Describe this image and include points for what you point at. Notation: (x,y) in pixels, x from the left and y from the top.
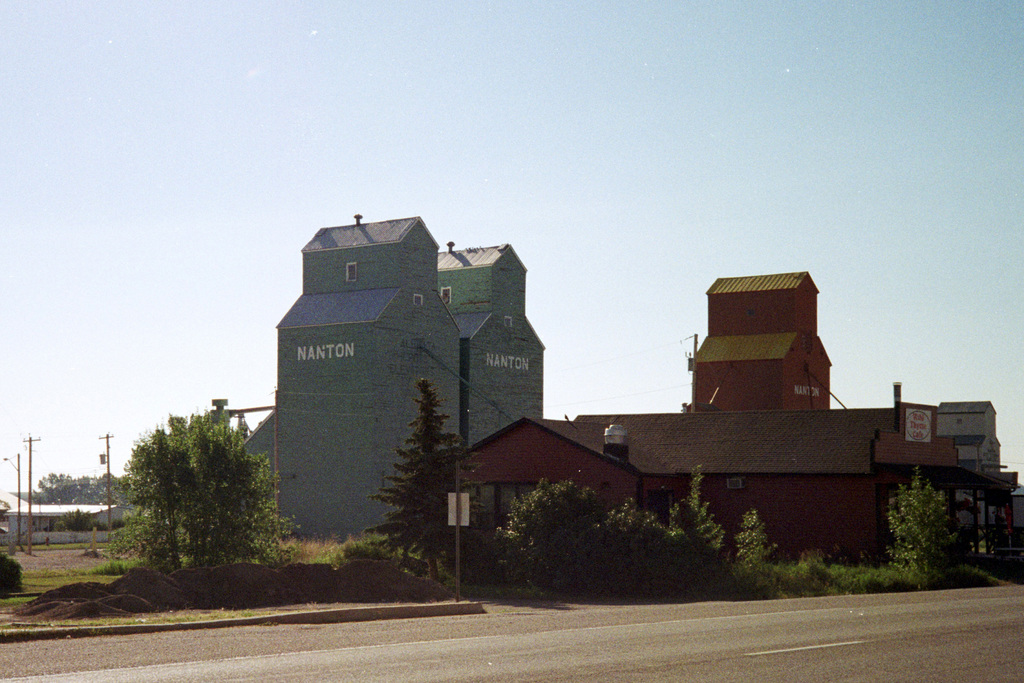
In this image we can see the roof houses (599,420) and also electrical poles (20,473) with wires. We can also see the trees (552,572), grass (791,582), soil (352,586) and also the road (734,619) at the bottom (637,628). In the background (517,154) we can see the sky (587,60).
